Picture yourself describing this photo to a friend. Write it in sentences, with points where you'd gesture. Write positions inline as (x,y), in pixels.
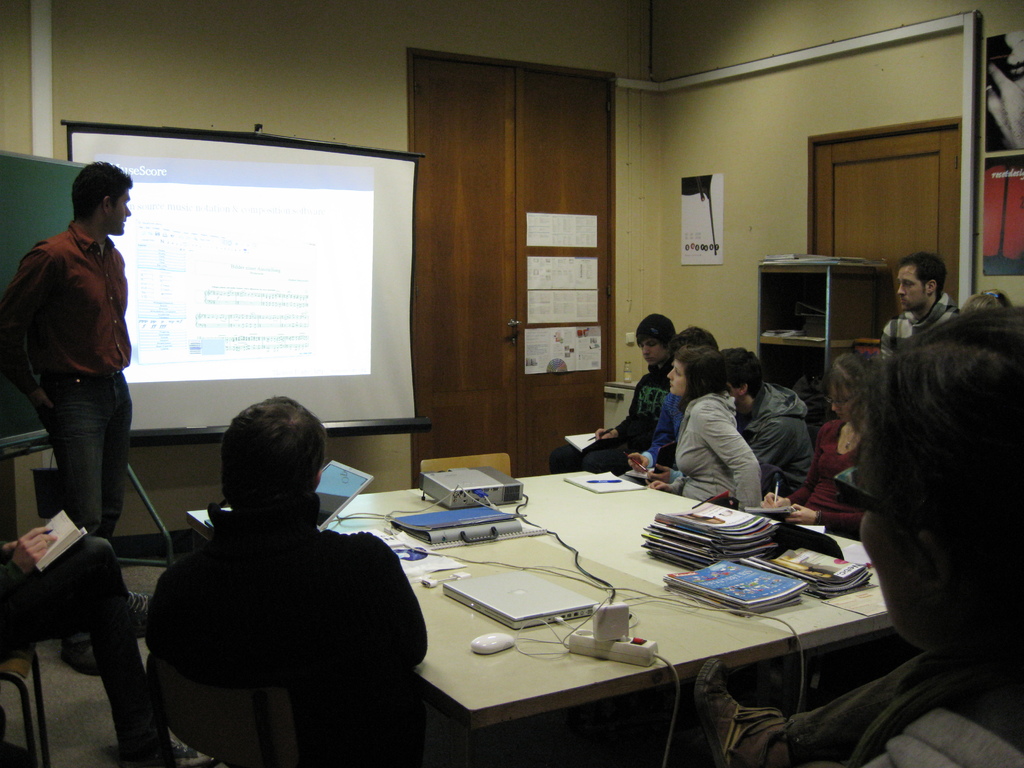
In this image there are persons (314,444) standing and sitting. In the center (559,491) there is a table (642,567), on the table (616,573) there are books (709,564), there is a laptop (495,593), there is a mouse (502,644), and there is wire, adapter (598,633), files (481,519). On the right side (868,252) there is a door (865,203) and in the center (356,310) there is a screen (311,284) on the wall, on the right side of the screen (317,306) there is a door (478,250), on the door (472,265) there are posters (560,290). On the left side (19,194) there is a green colour board (8,259) and in front of the board (22,234) there is a man (109,355) standing.
